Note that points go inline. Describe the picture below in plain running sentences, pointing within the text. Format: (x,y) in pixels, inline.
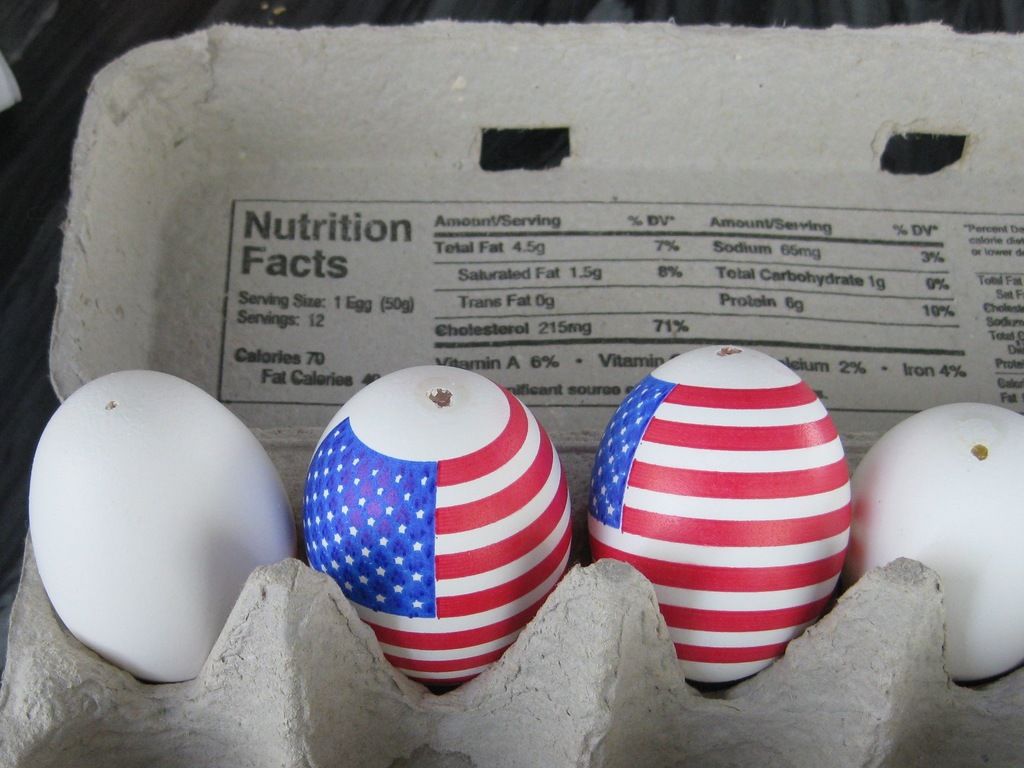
In this image we can see four eggs (832,563) are kept in a egg container (732,716) and on two eggs (718,490) painting (651,526) is there.
